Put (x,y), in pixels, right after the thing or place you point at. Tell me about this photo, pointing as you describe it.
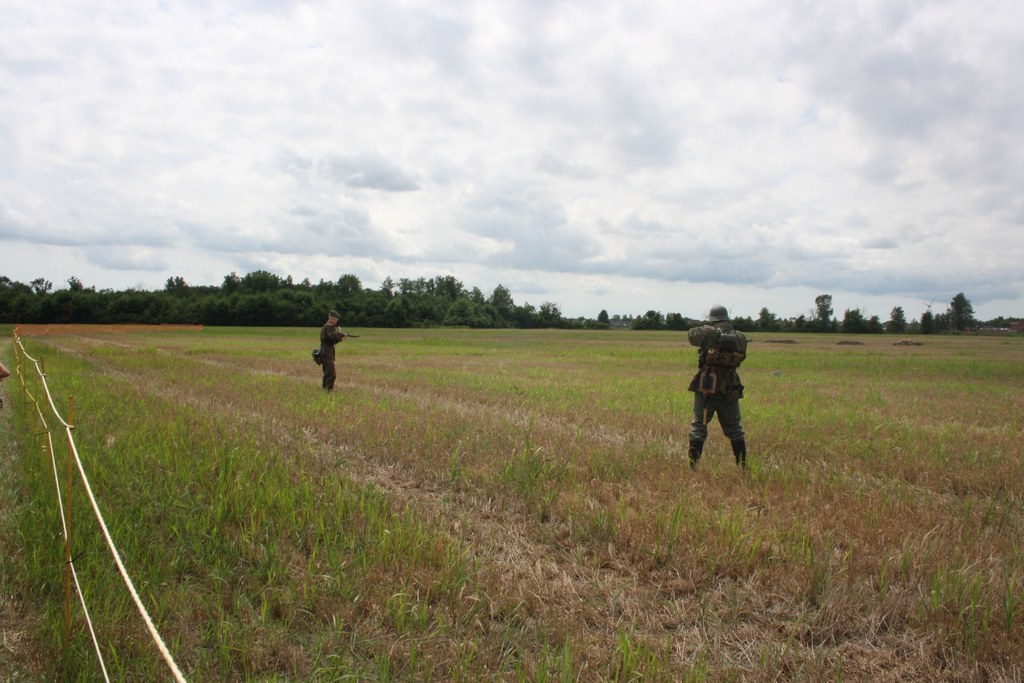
In this image I can see two people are standing on the ground (597,565). These people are wearing the military uniforms (712,391) and holding weapons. To the left (123,560) there is a fence (67,482). In the background (632,323) there are many trees (632,323), clouds (552,232) and the sky (400,149).
